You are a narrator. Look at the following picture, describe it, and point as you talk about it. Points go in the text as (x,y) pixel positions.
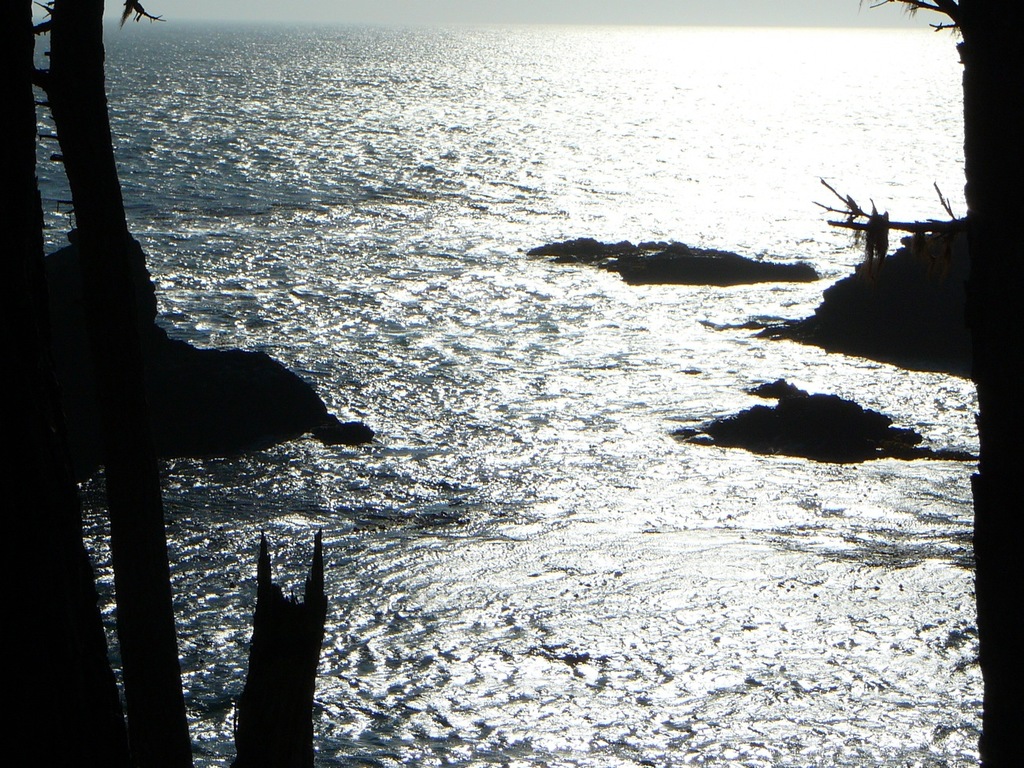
At the bottom of the image (58,551) we can see water (196,184), in the water (196,184) we can see some stones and trees (998,126).
